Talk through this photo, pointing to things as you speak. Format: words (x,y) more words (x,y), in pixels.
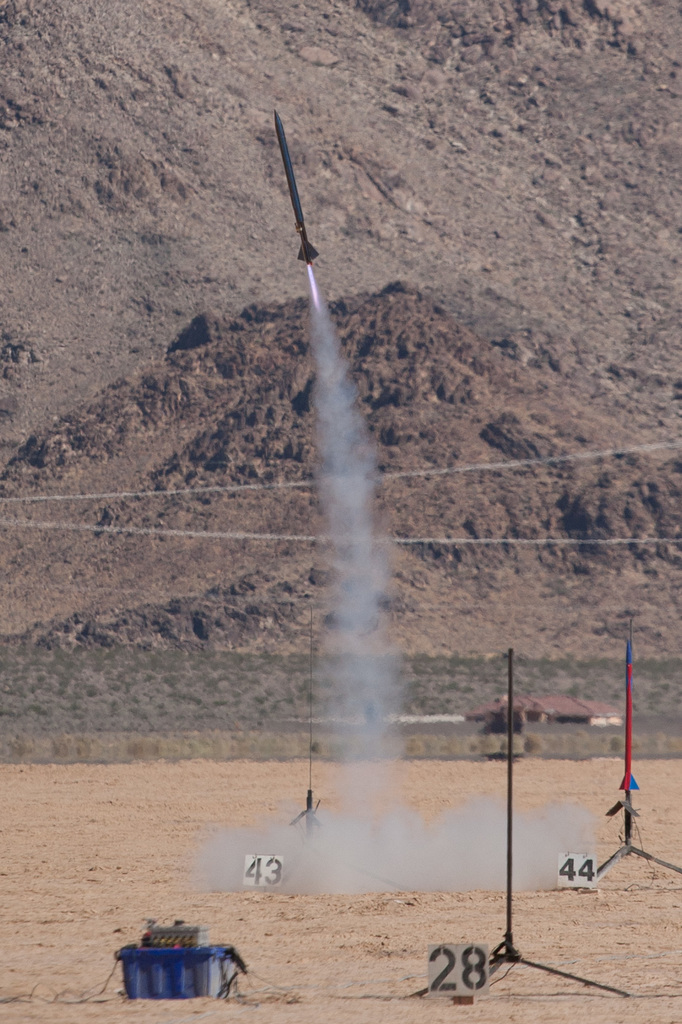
In this image we can see a rocket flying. There is smoke (337,705). Also there are stands (498,961) with numbers (463,950). On the ground (222,906) there is a box (203,965). In the back (286,392) there is a hill (335,243).
